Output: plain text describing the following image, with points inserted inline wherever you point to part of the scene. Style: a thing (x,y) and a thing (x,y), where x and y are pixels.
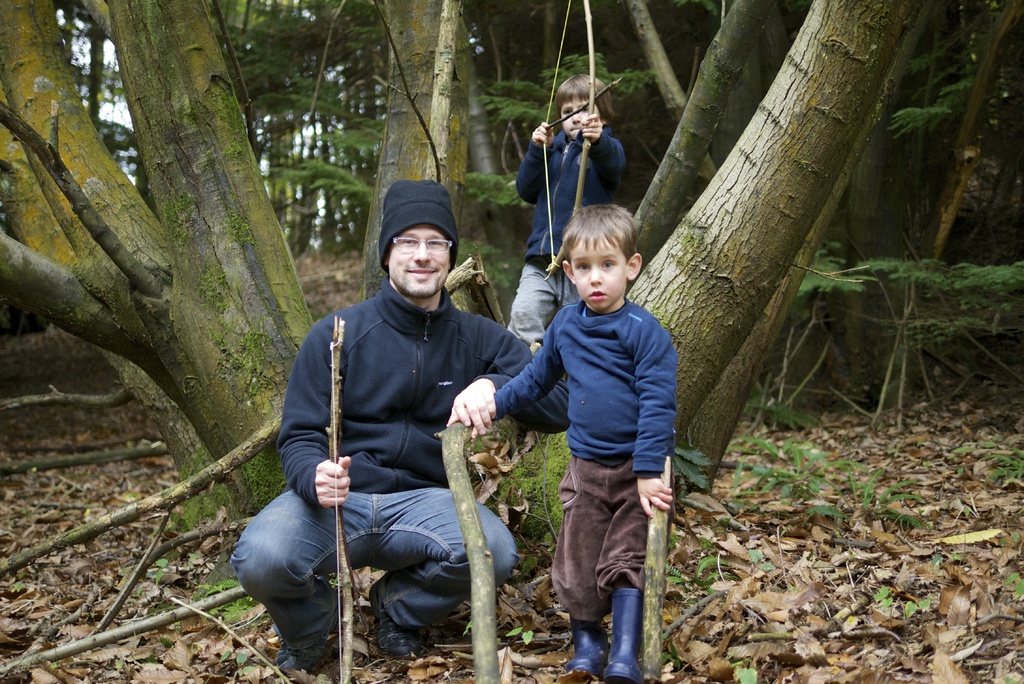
In this image there is a man (420,434) and two kids (567,383), the man (348,387) and kid (559,323) are holding branches (342,523) of tree (342,499), in the background (521,295) there is a kid (575,147) holding a bow (557,76) in his hand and there are trees (724,147), on the ground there are leaves (872,655).
